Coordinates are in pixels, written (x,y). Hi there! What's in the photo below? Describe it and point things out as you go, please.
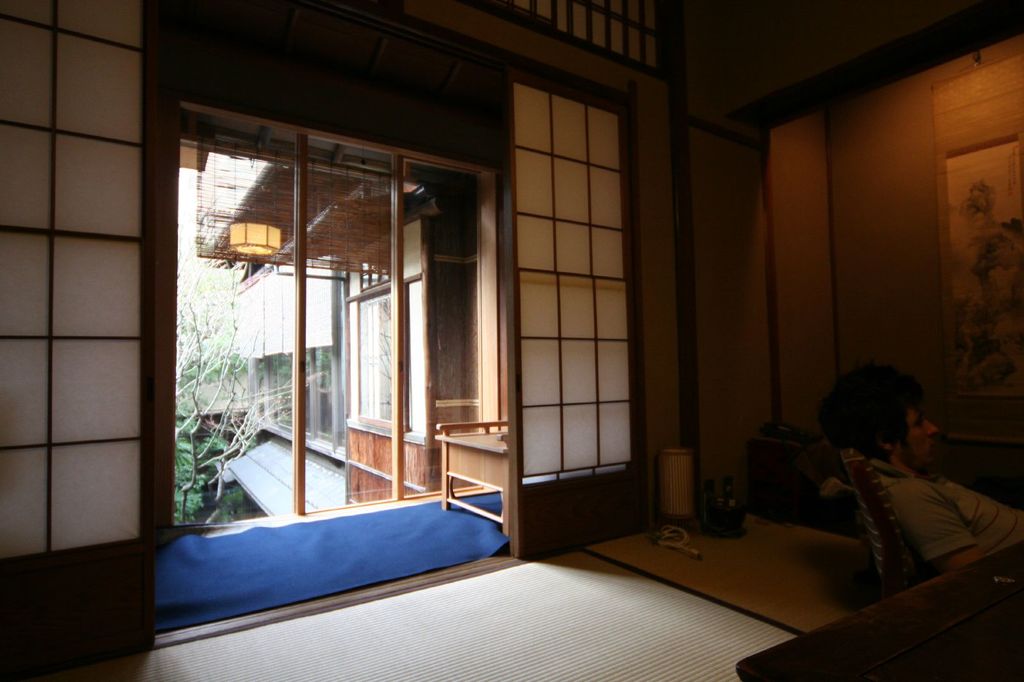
It is inside part of a house (650,624). In the middle (537,424) it is an entrance (398,383). On the right side (1009,523) a person (895,495) is sitting on the chair (902,545).
